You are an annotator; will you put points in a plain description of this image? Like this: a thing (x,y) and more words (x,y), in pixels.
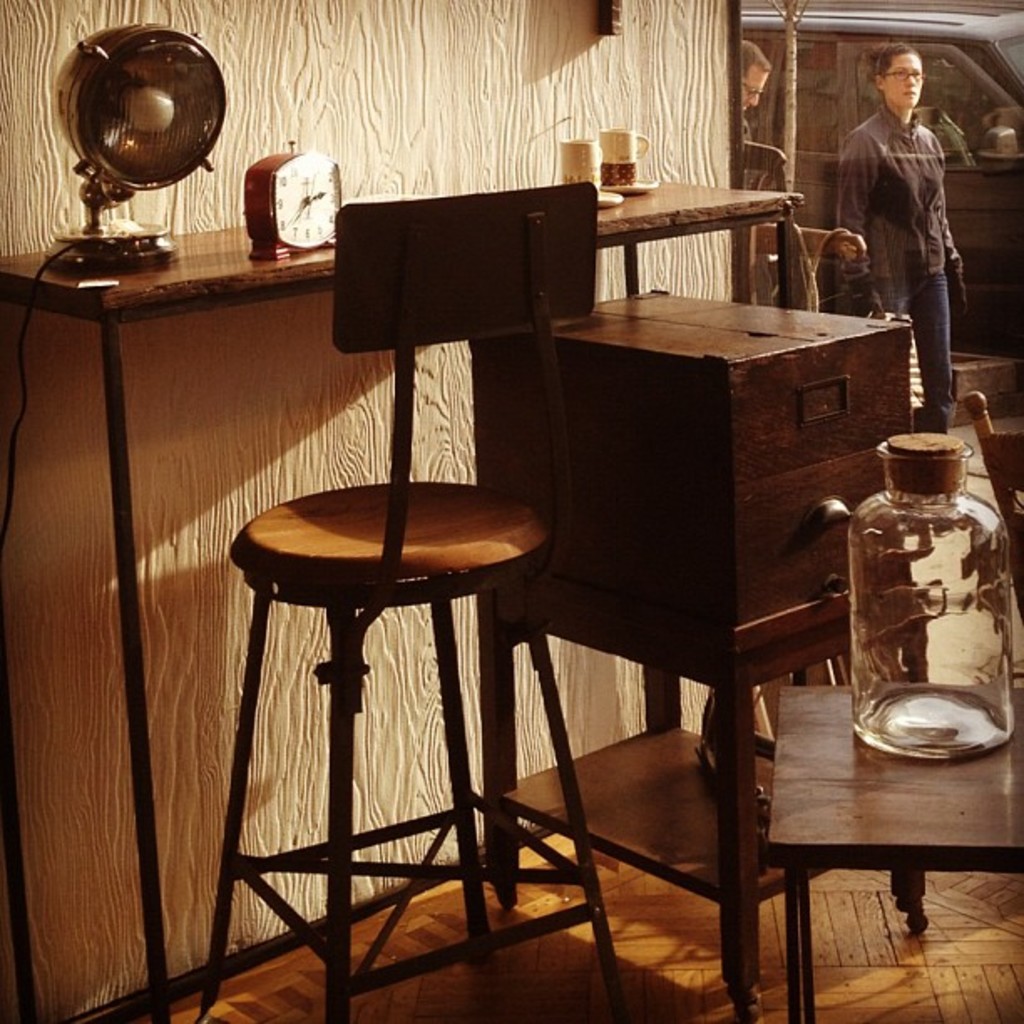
The image is taken in the room (549,954). In the center of the image (395,478) there is a chair (445,649). There is a table (22,278) we can see a clock (252,199), light (116,84) and cups (581,180) placed on the table (120,272). There is a stand (748,690). We can see a jar (886,636). In the background (994,216) there is a car (990,187) and people (873,194).
